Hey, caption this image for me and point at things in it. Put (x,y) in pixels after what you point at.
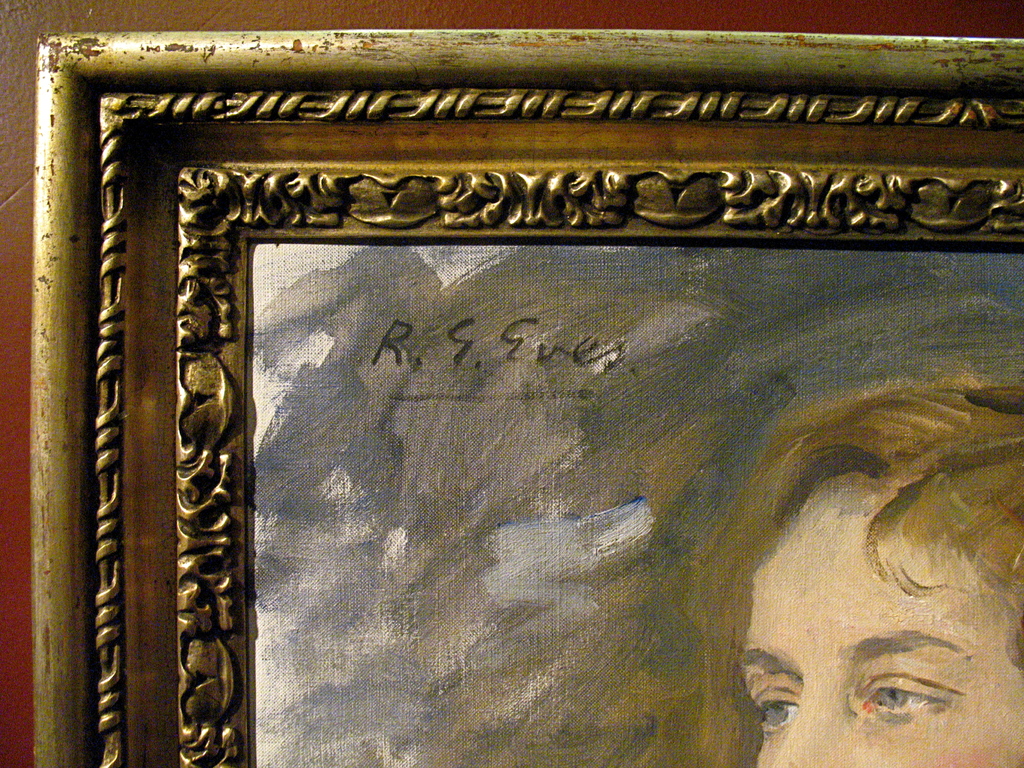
In the picture we can see painting (820,610) of some person (817,633) which is in frame (285,191).
